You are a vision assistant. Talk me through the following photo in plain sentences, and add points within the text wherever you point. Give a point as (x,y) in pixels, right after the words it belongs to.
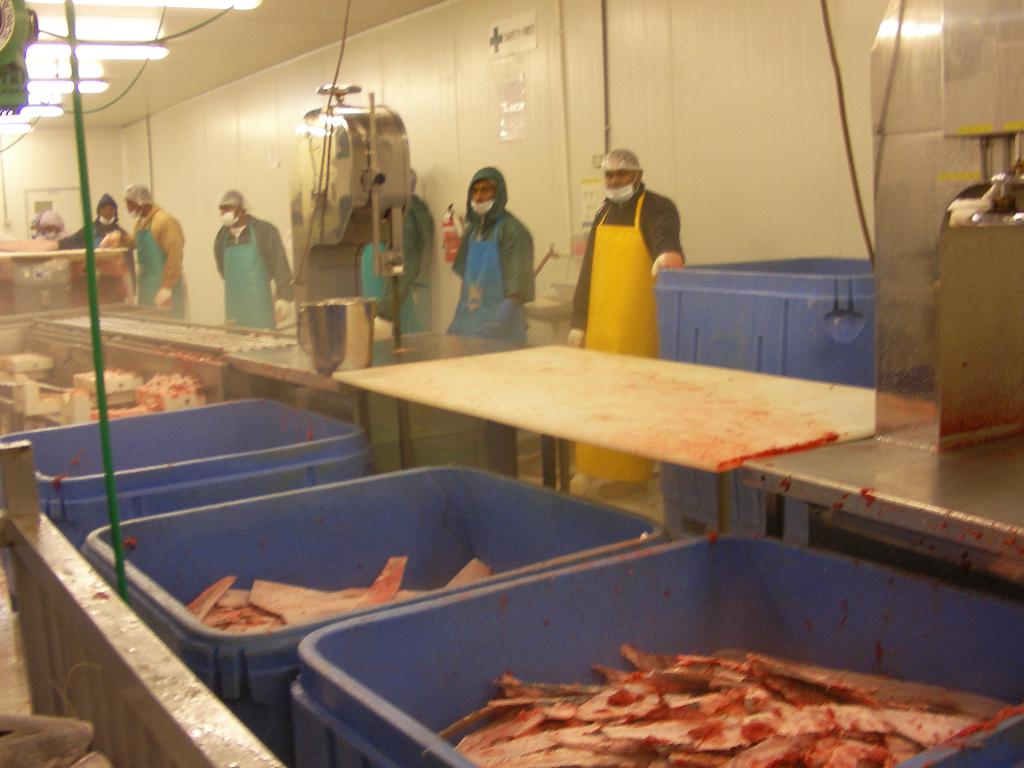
In the foreground of this image (701,722), there are few objects (338,602) in the blue color baskets (311,638). On the left (36,556), there is a railing (74,625). In the middle (658,411), there are machinery (950,371) and the tables (475,403). Behind it, there are people (466,251) standing wearing aprons (602,312) and masks (230,223) and we can also see the wall (223,92) and few lights (62,62) to the ceiling (221,46).
